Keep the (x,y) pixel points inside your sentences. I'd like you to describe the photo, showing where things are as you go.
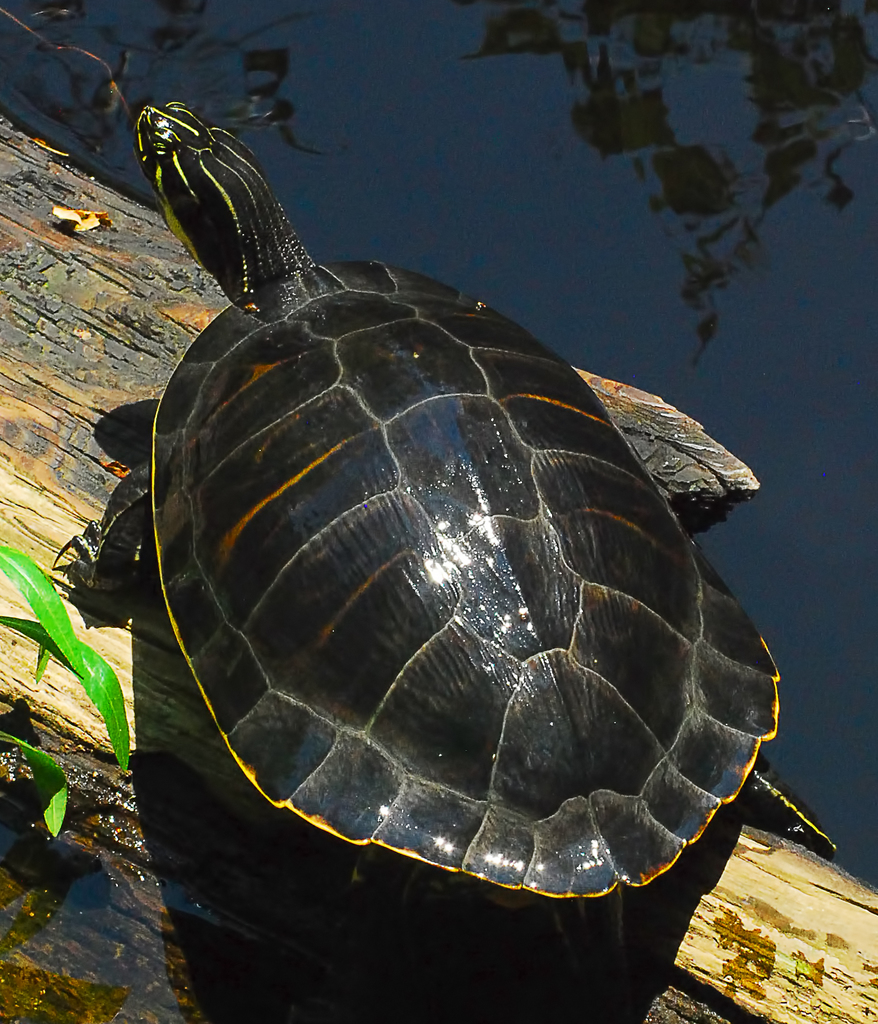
In this image we can see a turtle (502,619) on the wooden surface (89,382). We can also see some leaves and the water (550,248).
